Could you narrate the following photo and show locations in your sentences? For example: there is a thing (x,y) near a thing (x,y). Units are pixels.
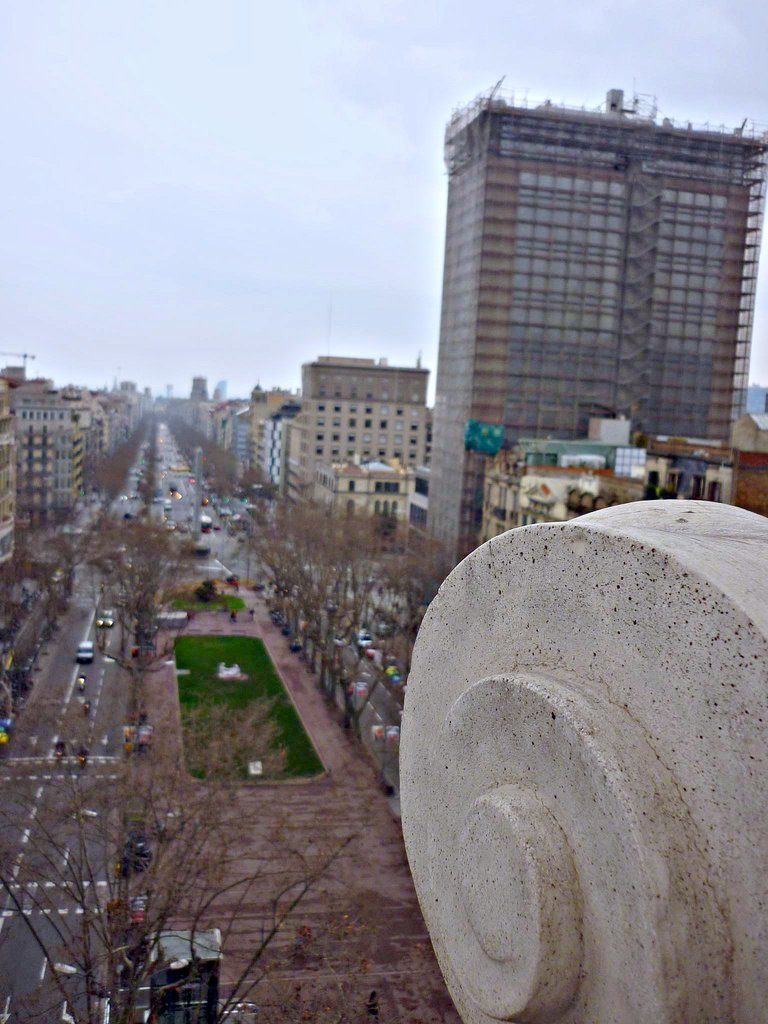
On the left side of the image (52,406) we can see building (33,496), road (80,729) and some vehicles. In the middle of the image (290,431) we can see the sky (218,335), building (529,459), vehicles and garden (220,683). On the right side of the image (536,152) we can see big buildings (658,366), trees (290,548) and vehicles (399,678).
